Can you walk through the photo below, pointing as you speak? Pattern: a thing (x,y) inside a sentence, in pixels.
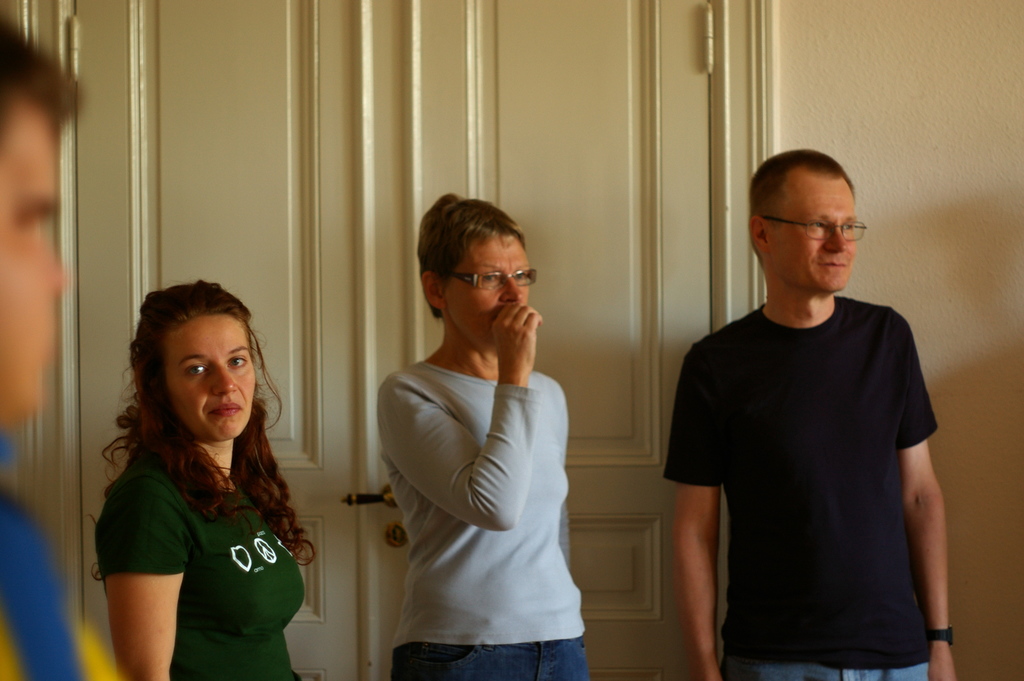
In this image there are people (812,555) standing, in the background (876,235) there is wall (875,43) to that wall (875,43) there is a door (393,338).
